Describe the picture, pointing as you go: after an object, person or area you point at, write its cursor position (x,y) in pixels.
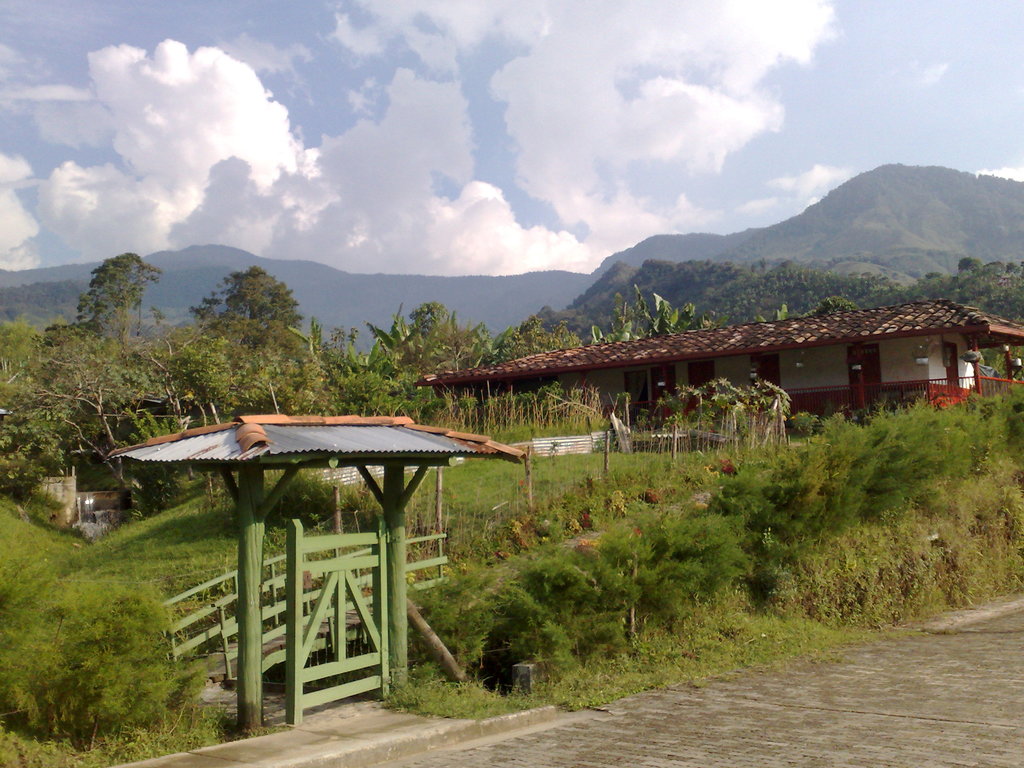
This is an outside view. At the bottom of the image (829,714) I can see a road (793,730). beside the road (891,701) there are some plants (739,533) in green color and also there is a gate (325,676) and railing (228,664). On the right side (791,374), I can see a house (748,354) and there are many trees (229,369). In the background (858,219) there are hills (875,197). On the top of the image (340,62) I can see the sky (220,20) and the clouds (182,92).
